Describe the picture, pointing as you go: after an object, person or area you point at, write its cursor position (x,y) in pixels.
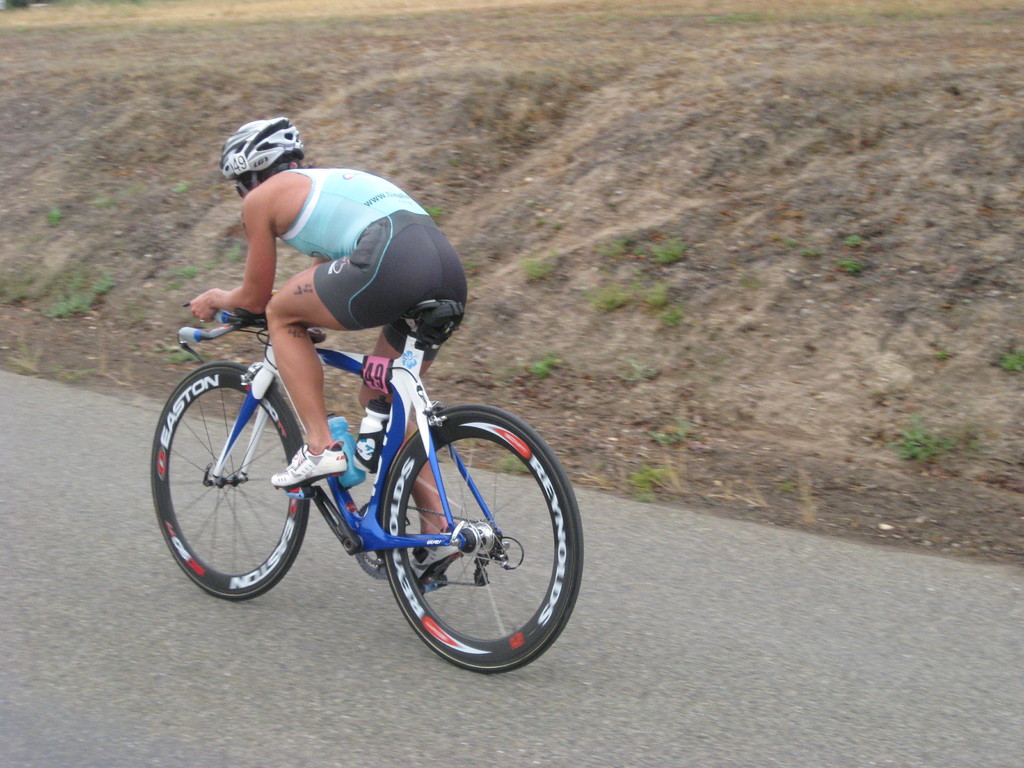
In this picture we can see a person (409,430) wore a helmet (281,143), shoes (314,468) and riding a bicycle (437,441) on the road (218,552) and in the background (66,103) we can see grass (195,47).
